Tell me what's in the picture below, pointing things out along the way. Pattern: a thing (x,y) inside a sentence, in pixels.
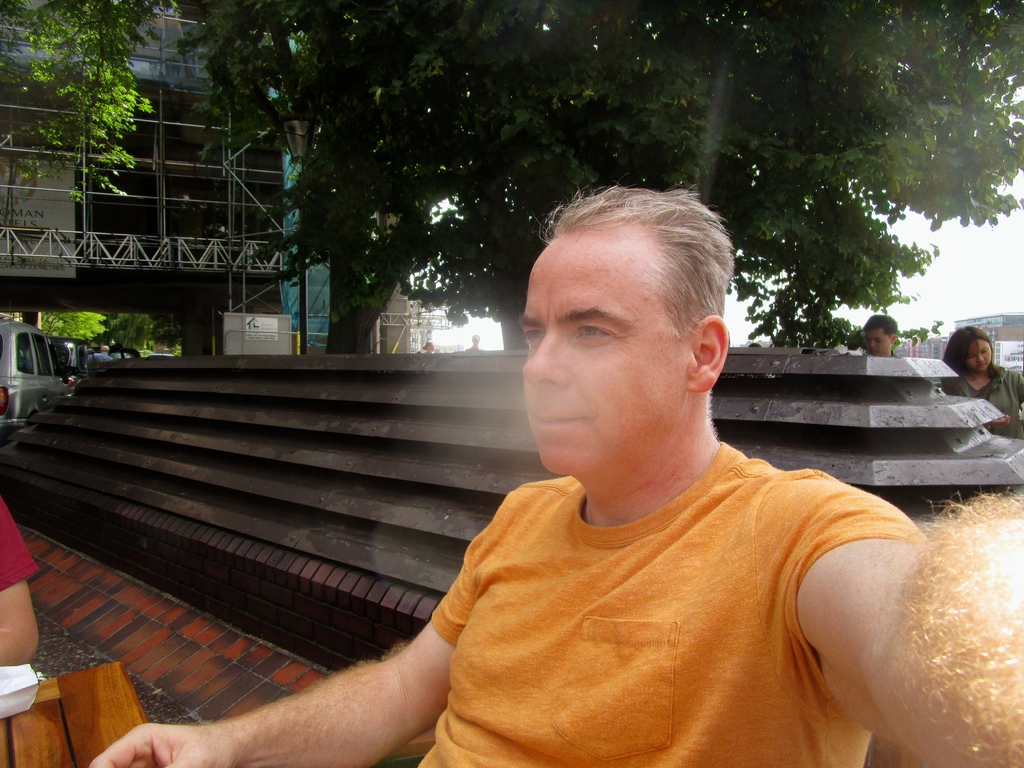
In this image we can see a man (657,563) is sitting. He is wearing orange color t-shirt (722,553). Behind him some cement structure (295,486), trees (543,160) and buildings (250,202) are there. Left side of the image (40,363) one car (23,362) is there and one more person (4,653) is present.
